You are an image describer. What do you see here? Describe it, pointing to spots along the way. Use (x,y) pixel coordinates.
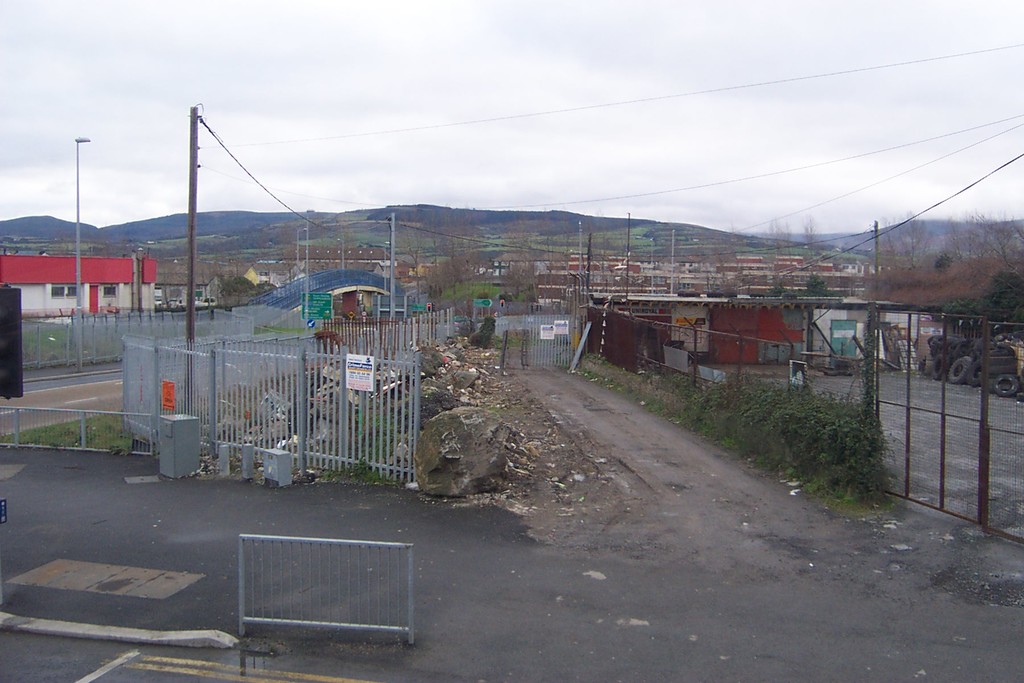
In the foreground of the image (326,564) we can see a metal railing (314,597). On the right side of the image (970,433) we can see a metal fence (1003,455), a group of plants (857,434), tyres (970,366). To the left side of the image (119,289) we can see a building (144,285), group of poles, bridge (300,285). In the background (486,261), we can see a group of trees (974,267), buildings (695,265), mountains (419,238) and sky (512,139).
